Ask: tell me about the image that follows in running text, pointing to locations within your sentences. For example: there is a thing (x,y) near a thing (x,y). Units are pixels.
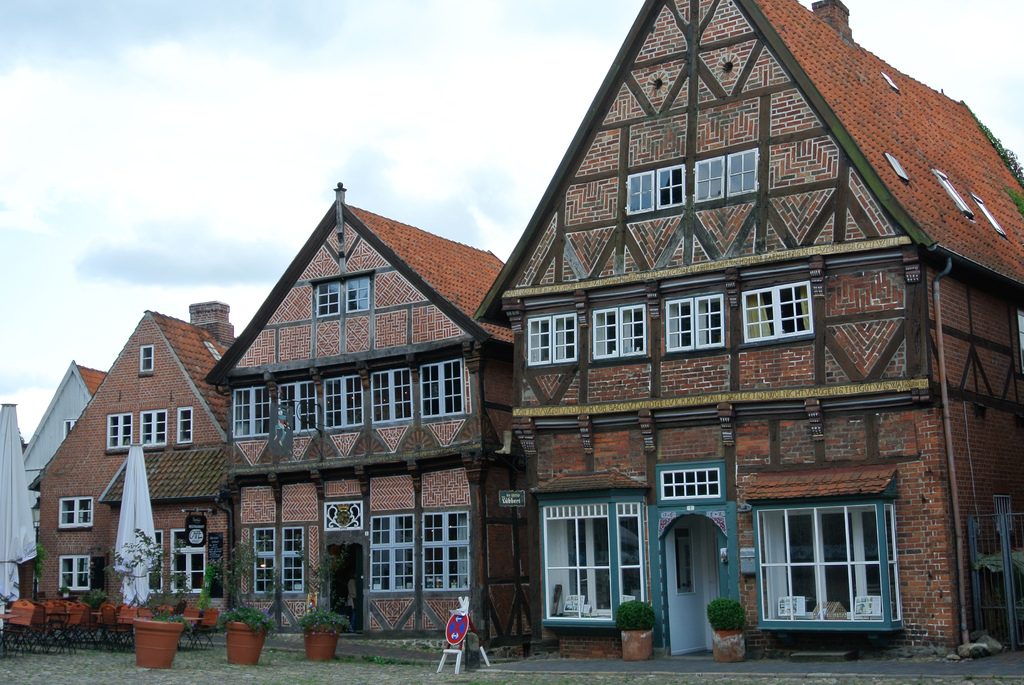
In the picture we can see three buildings (533,537) with windows (558,545) and doors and near the buildings (522,527) we can see some house plants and in the background (142,197) we can see a sky (463,69) with clouds (449,46).
